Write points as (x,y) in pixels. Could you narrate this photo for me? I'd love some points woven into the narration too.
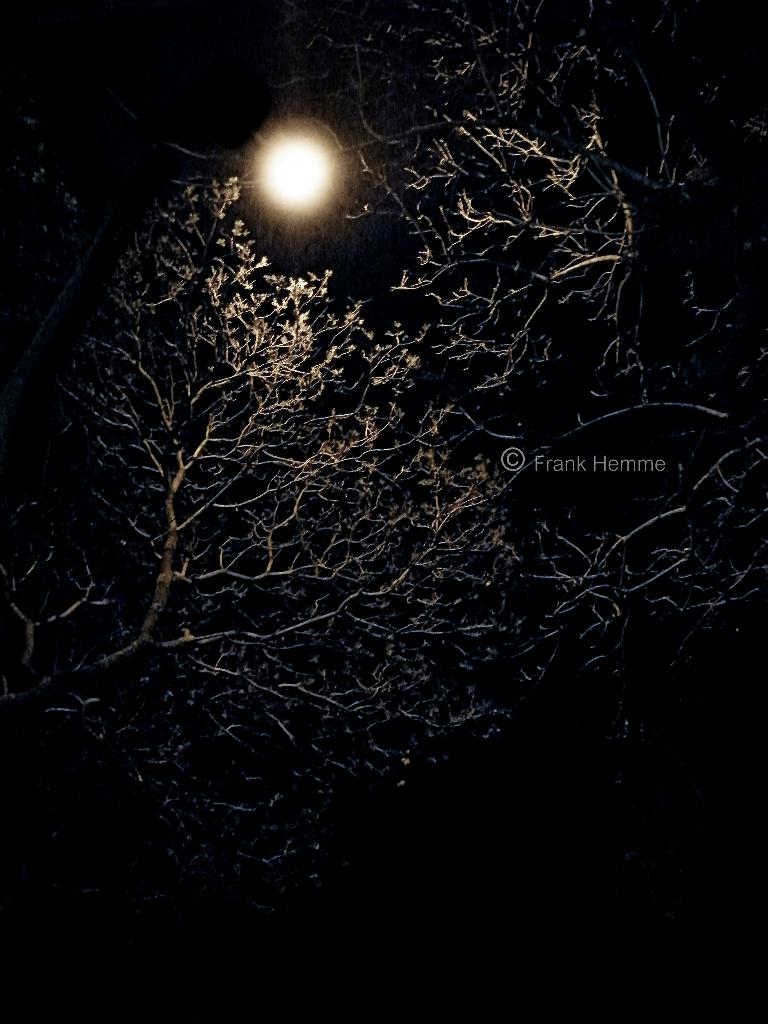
In this image I can see trees (347,541) and the moon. I can see a watermark (551,471). This image is dark.
